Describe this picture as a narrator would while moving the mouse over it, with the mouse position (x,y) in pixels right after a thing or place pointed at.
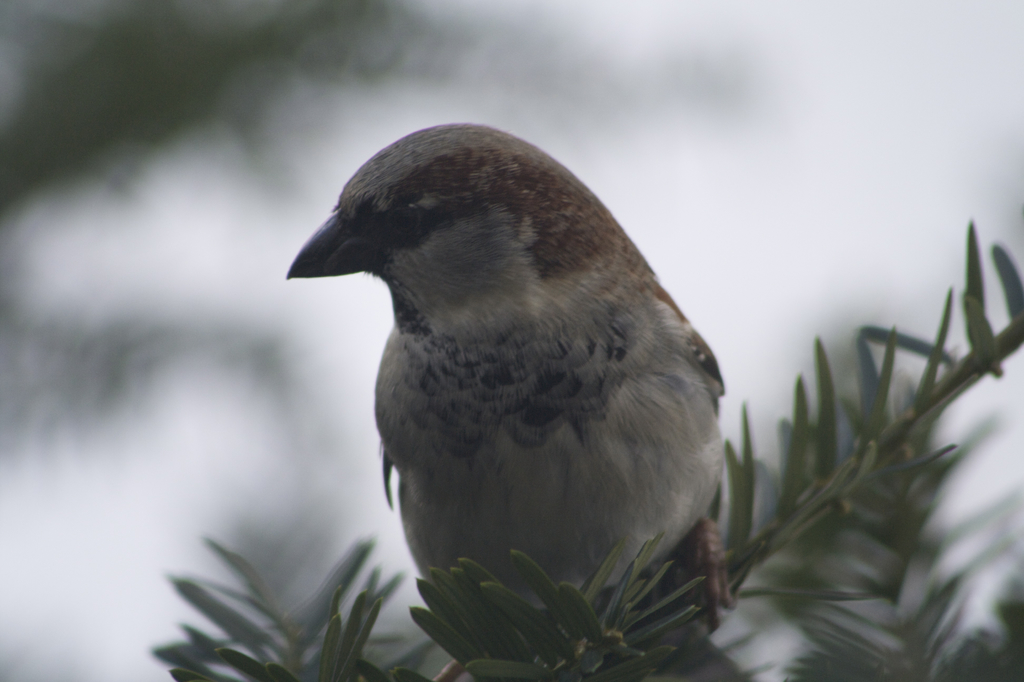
In this image, we can see a bird (554,320). There are some leaves (516,641) at the bottom of the image (491,638). In the background (234,498), image is blurred.
